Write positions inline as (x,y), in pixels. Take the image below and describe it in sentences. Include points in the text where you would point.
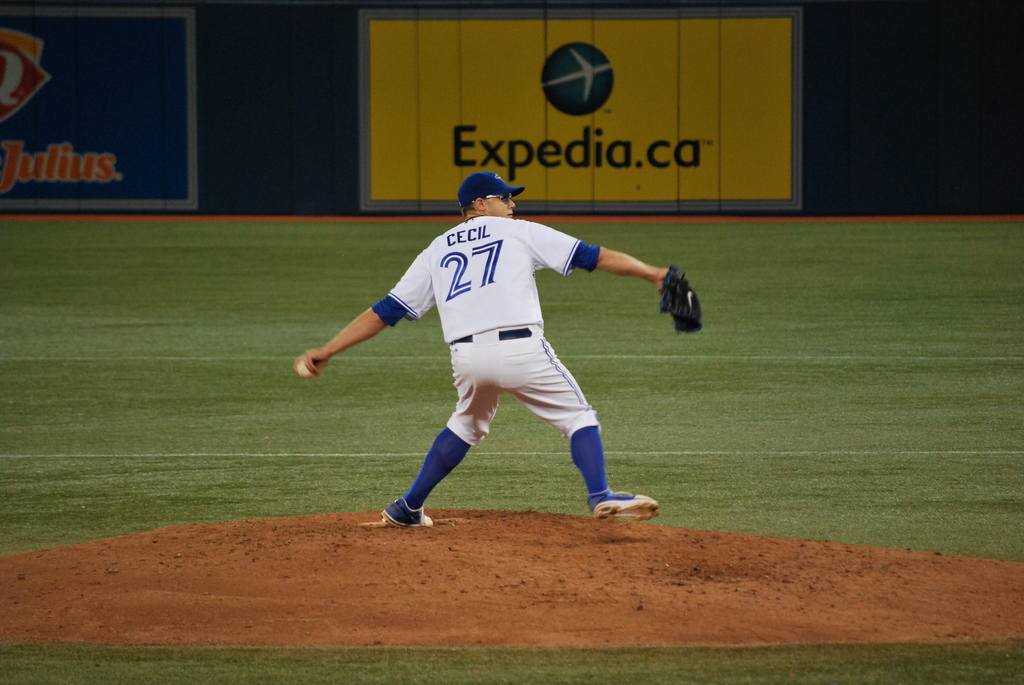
This is a playing ground (722,306). Here I can see a man (504,345) wearing white color t-shirt (485,288), short (545,372), blue color cap (506,193) on the head (482,206) and facing towards the right side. This man (524,308) is holding a ball (302,368) in the hand (322,365) and it seems like he is about to throw the ball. In the background (398,80), I can see a blue color board (300,134) on which I can see some text (546,157).
